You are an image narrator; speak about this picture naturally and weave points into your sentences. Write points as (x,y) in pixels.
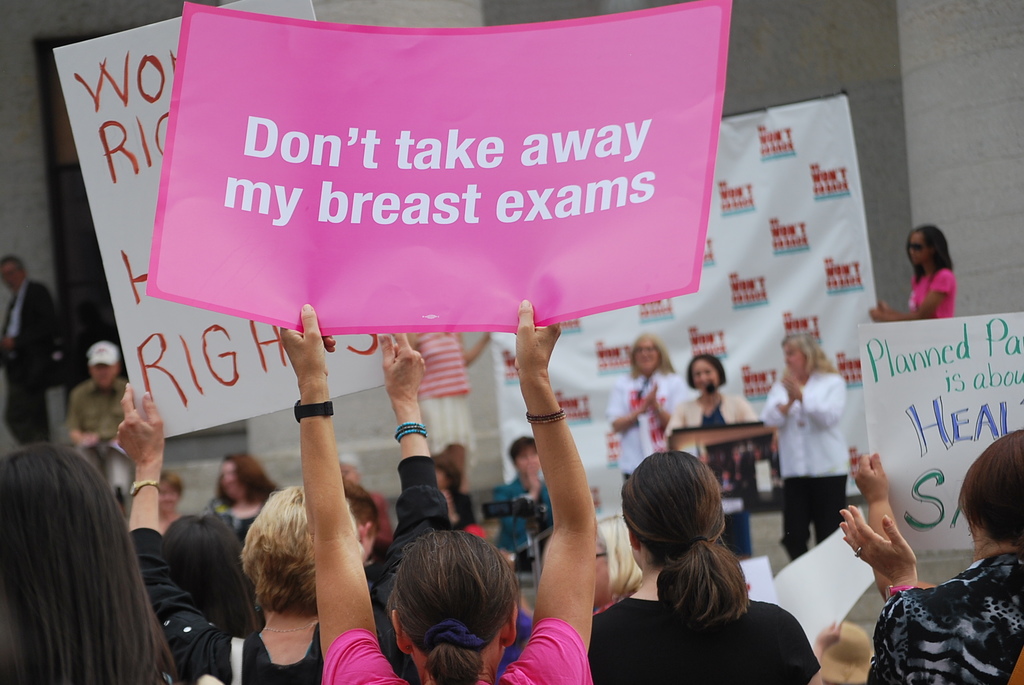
In this image we can see some people (483,613) and among them few people (434,618) holding placards (309,223) and there is some text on the placards (933,450). There are two persons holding a banner (812,229) with some text (788,232) and there is a building (998,122) in the background (190,439).
